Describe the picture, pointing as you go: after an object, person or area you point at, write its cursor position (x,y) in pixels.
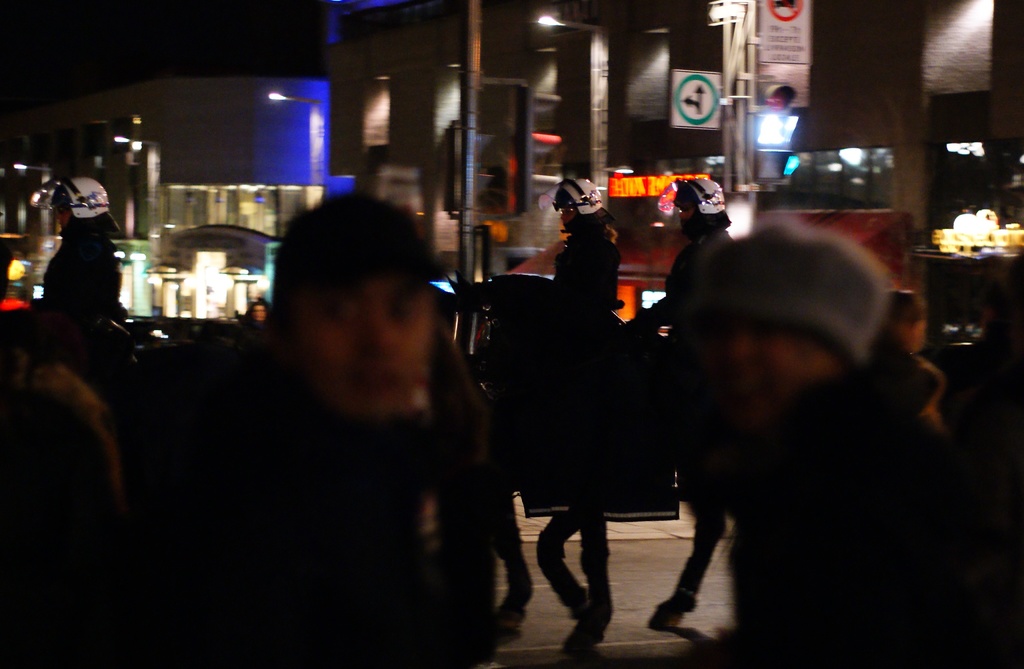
In this image in the foreground (382,424) there are some people (869,439), and in the background (611,304) there are some people (689,303) who are sitting on horses (612,353). And there are some buildings (667,113), poles (149,181), boards (676,125), lights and some objects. At the bottom (569,555) there is a walkway (536,596).
